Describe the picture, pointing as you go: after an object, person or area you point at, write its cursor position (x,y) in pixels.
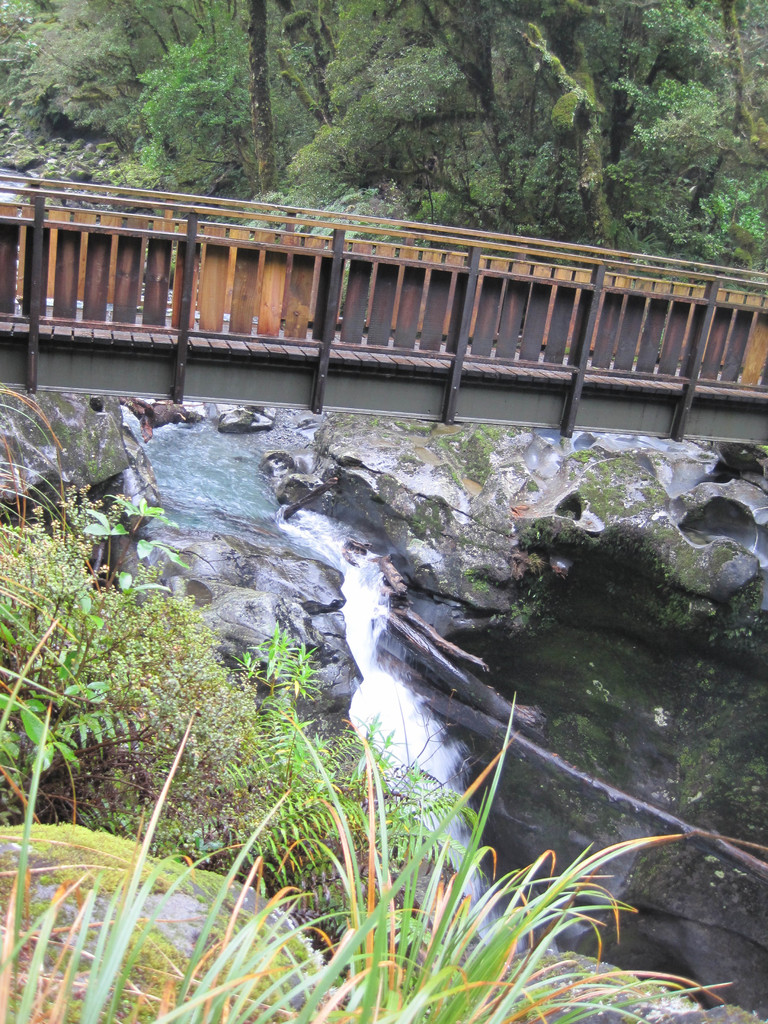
In this image we can see the bridge (488,271), rock hill (484,538), water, grass (550,900), plants (280,771) and also the trees (433,65).
